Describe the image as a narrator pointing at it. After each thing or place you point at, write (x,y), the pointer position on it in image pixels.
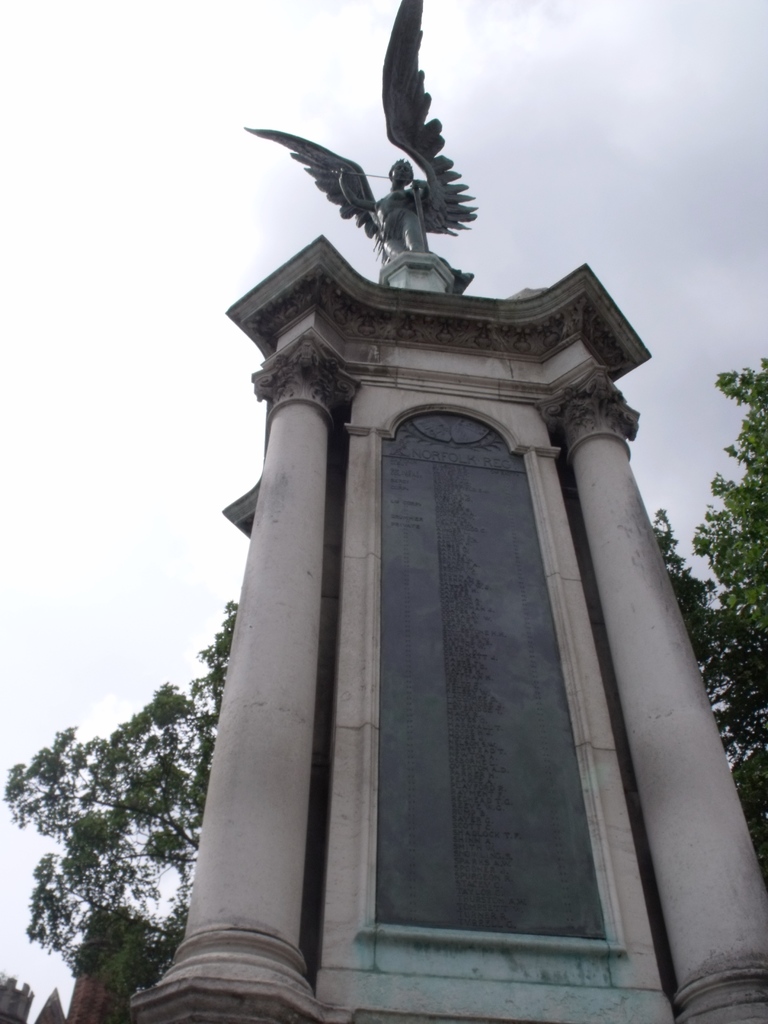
In this picture there is a stone structure (482,524) on the right side of the image (634,364), on which there is a statue (423,93) and there are trees (116,907) in the background area of the image (746,572).
